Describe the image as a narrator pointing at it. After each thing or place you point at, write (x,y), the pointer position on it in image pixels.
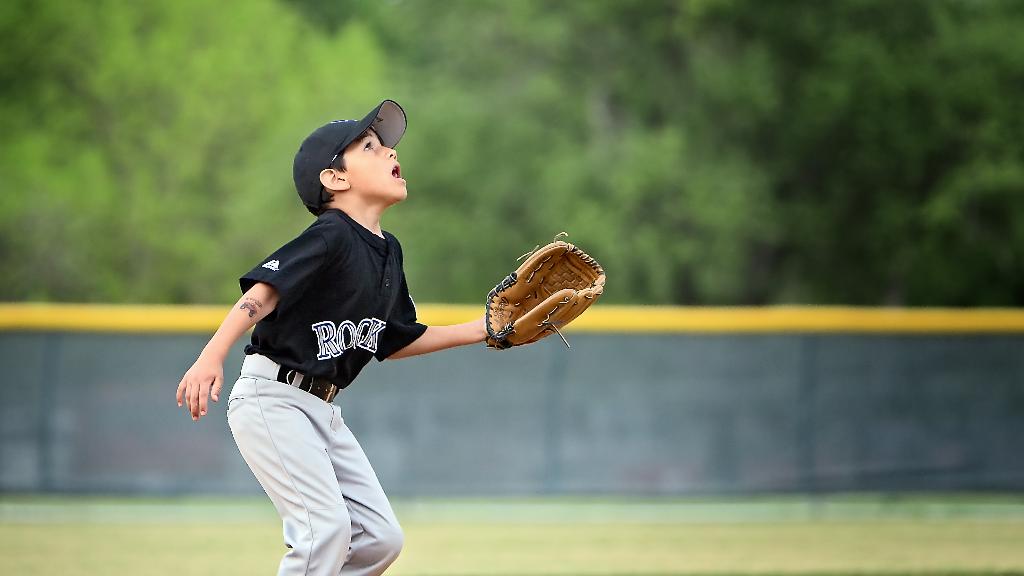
In this image I see a boy (370,253) who is wearing black color t-shirt (291,299) and grey pants (302,457) and I see that he is wearing a cap (317,165) and a glove (522,278) and I see that it is blurred in the background (844,242) and I see that there are number of trees (350,114) over here.
